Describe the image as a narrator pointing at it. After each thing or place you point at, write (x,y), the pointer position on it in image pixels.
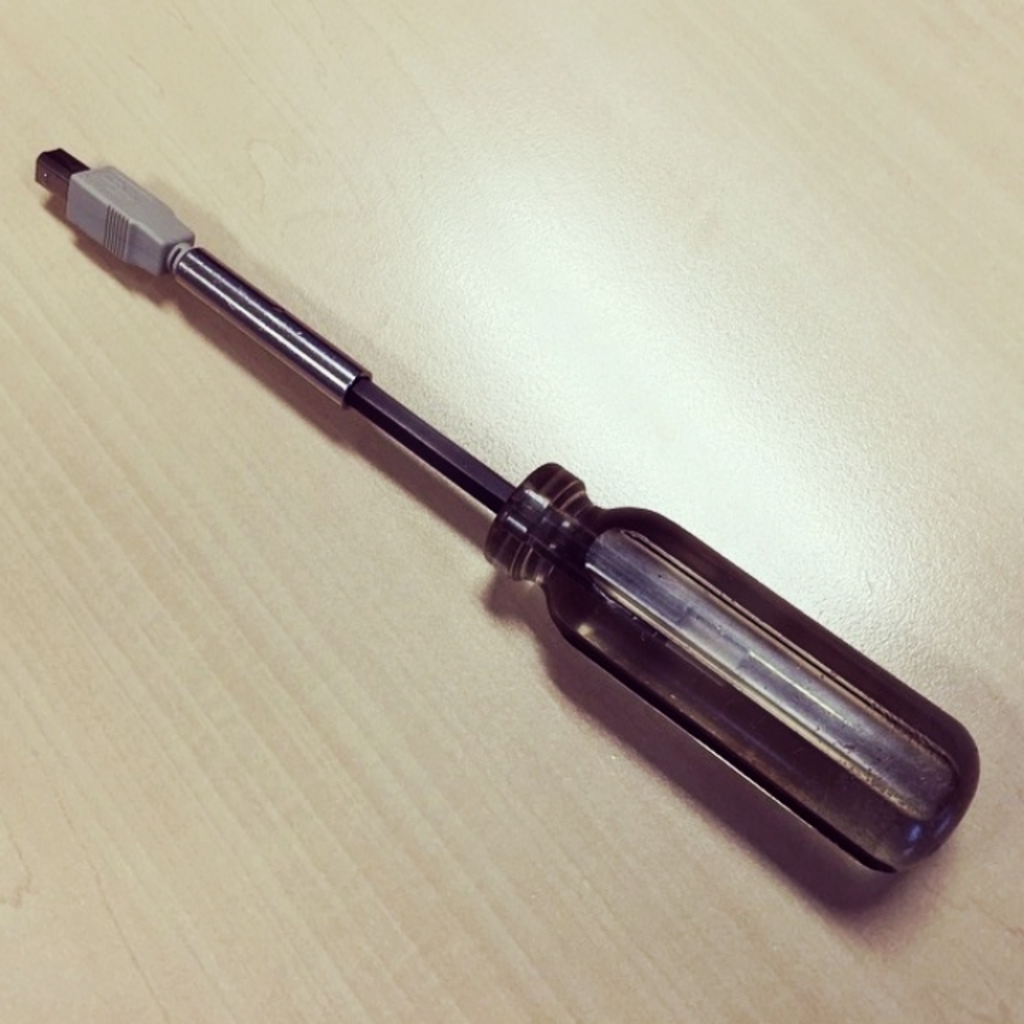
There is a turn screw (947,782) on the wooden table (109,602). The background (191,369) is cream in color.
